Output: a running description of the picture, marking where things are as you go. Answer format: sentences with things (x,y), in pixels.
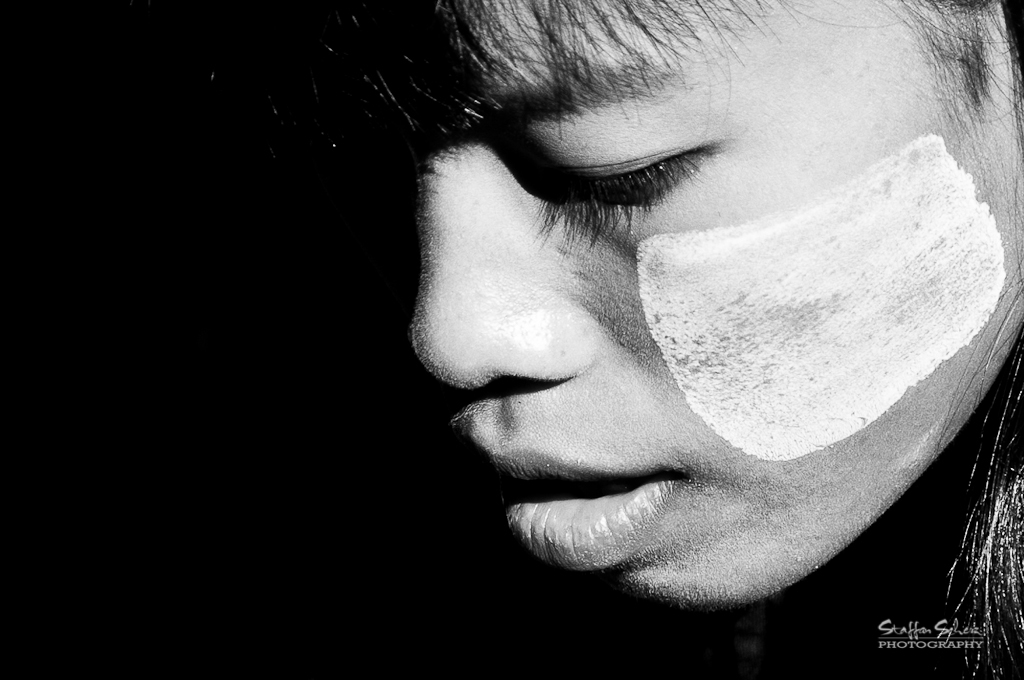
This is a black and white image. On the right side of this image (774,399) I can see a person's face (654,246). There is some paint (780,320) on the person's face (786,304). The background (17,78) is dark. In the bottom right-hand corner (939,640) there is some text (930,637).
